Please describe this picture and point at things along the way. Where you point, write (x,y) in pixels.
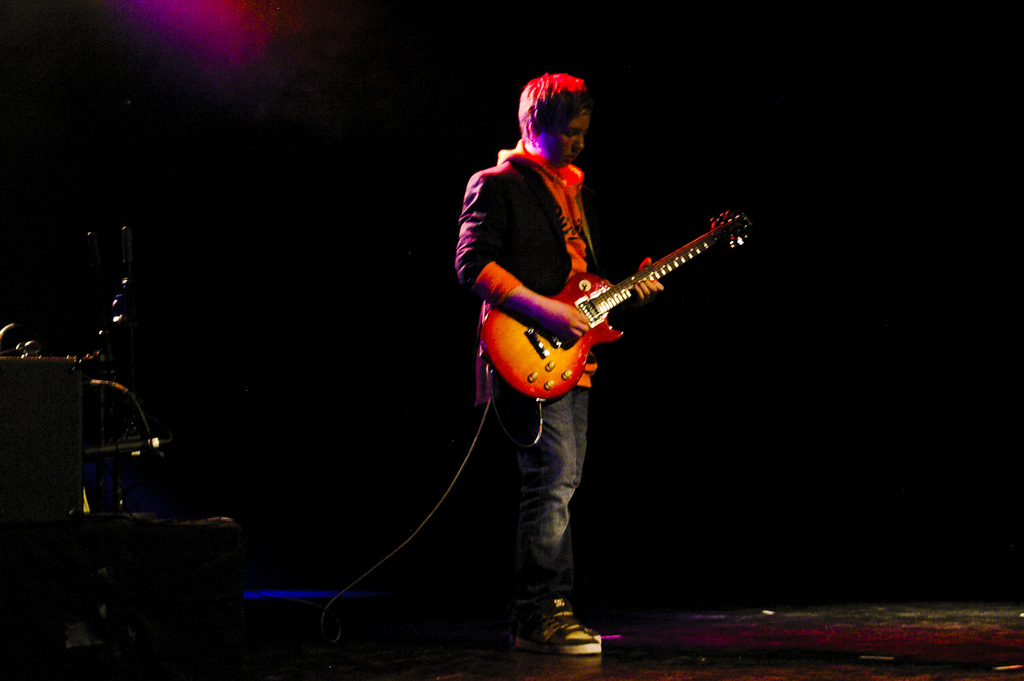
In this image I can see a man (525,114) is standing and holding a guitar (568,370).
